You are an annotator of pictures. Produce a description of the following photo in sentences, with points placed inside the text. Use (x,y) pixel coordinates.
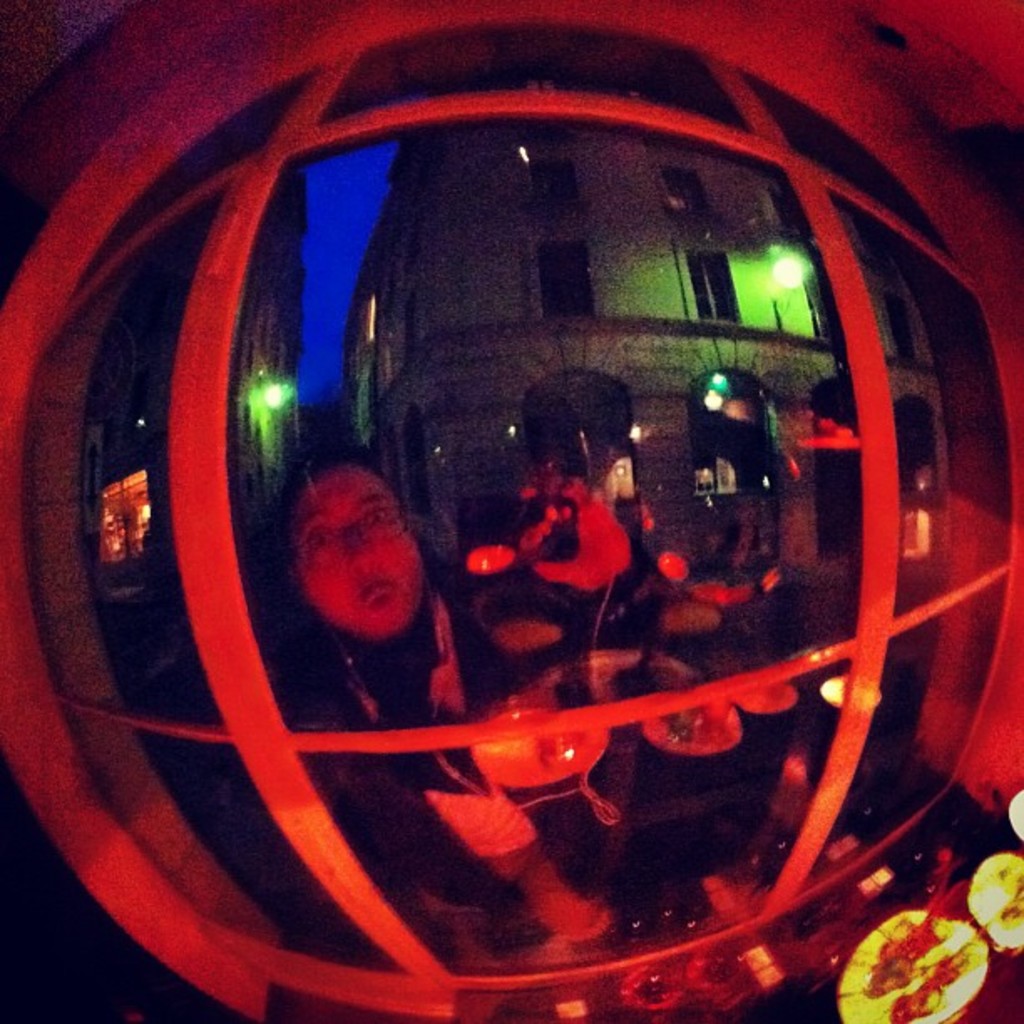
In this image I can see metal rods (610,709), lights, some objects (558,765), group of people (610,561) on the floor (783,657), tables (647,651), buildings (426,367), windows (541,417), doors (541,417) and so on. This image is taken may be during night.
